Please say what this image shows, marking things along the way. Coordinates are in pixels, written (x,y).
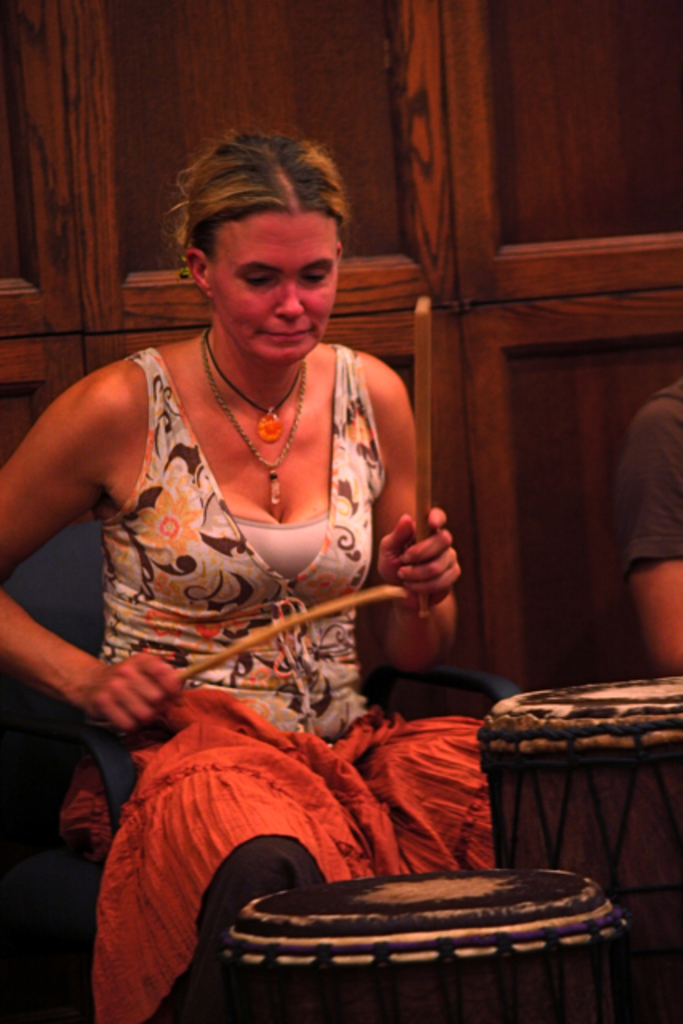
In the picture we can see a woman (274,726) beating the drums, just beside her there is a person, in the background (617,456) we can see a wooden wall (620,264).
